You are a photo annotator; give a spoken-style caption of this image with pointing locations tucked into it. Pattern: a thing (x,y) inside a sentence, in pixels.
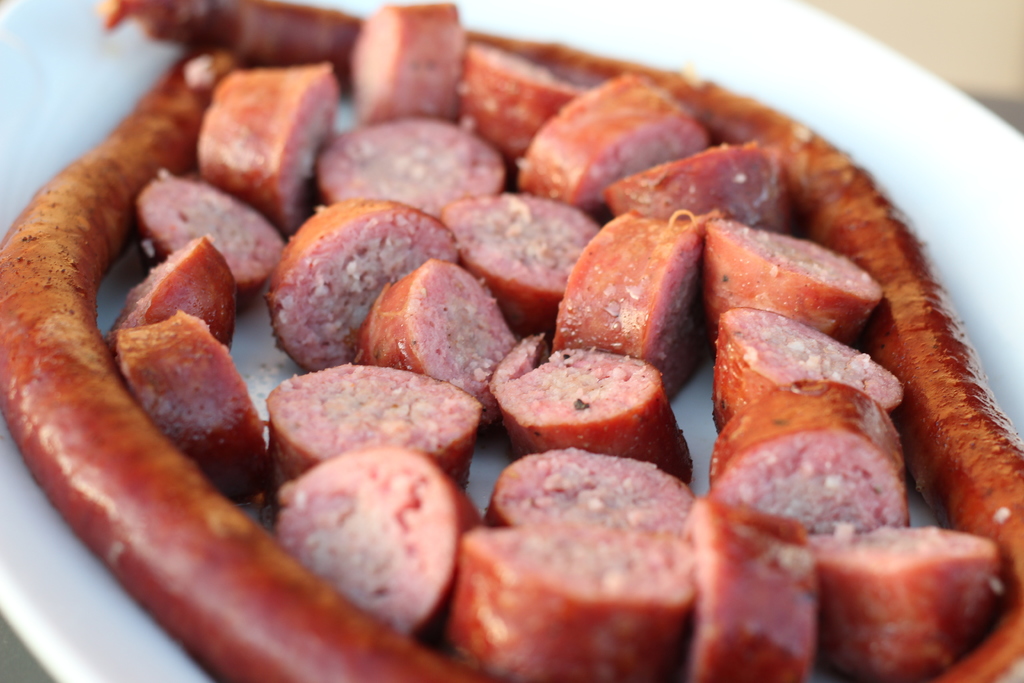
In this image there is a plate (38,570). In the plate (52,578) there is some food stuff (401,274).
